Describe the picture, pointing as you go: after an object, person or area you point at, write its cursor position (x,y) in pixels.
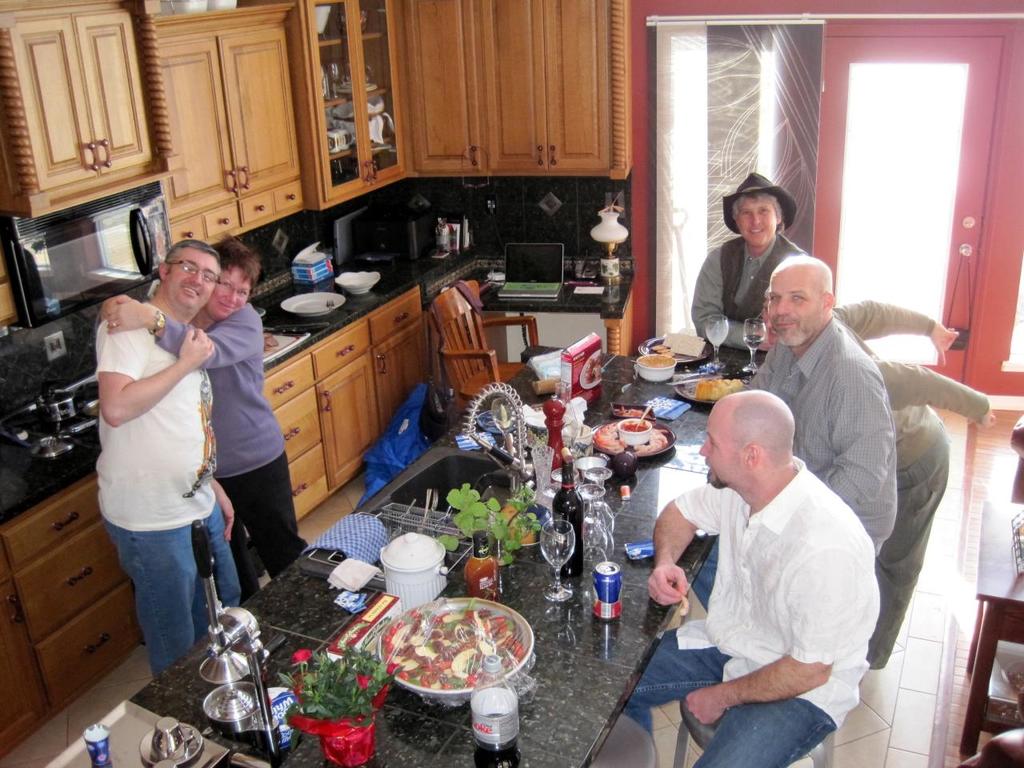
In this image I can see few persons (717,450). I can see a dining table (557,706). There are few food items (496,616) and drinks (563,497) on the table (530,602). I can see two persons (143,446) standing. In the background (486,117) I can see few cupboards (494,138).
